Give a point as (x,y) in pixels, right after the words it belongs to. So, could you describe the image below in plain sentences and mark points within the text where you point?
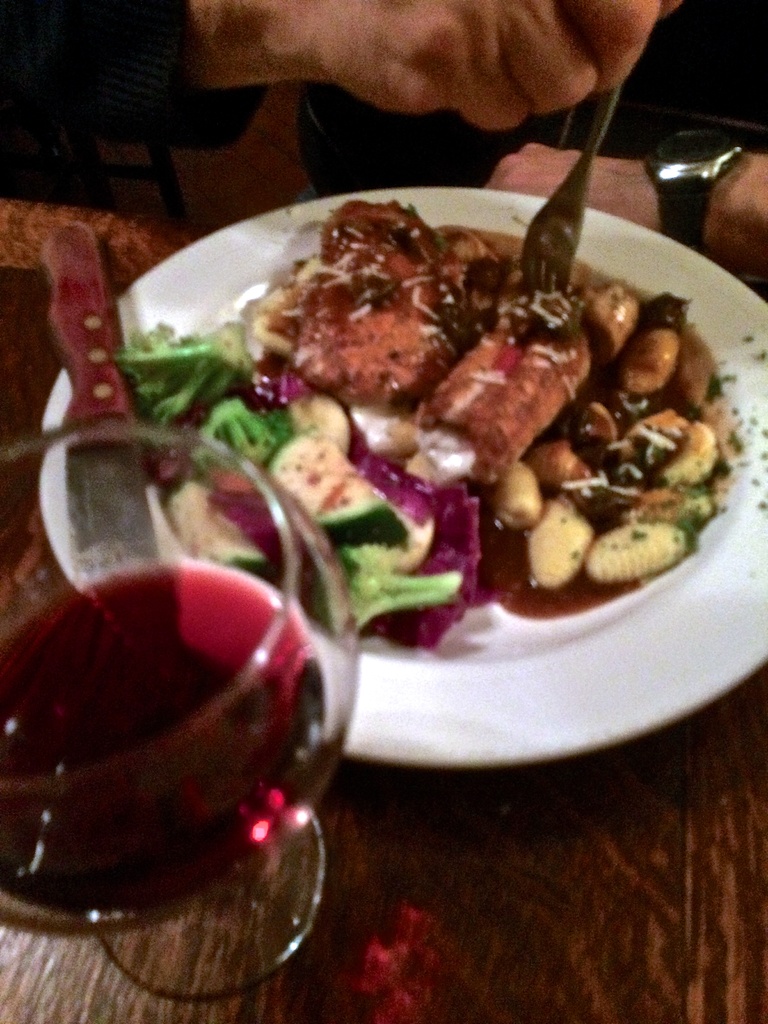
In this image we can a plate (584,660) containing some food (431,578) and a knife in it and a glass (355,638) which are placed on the table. We can also see a person (512,127) holding a fork (548,265).
